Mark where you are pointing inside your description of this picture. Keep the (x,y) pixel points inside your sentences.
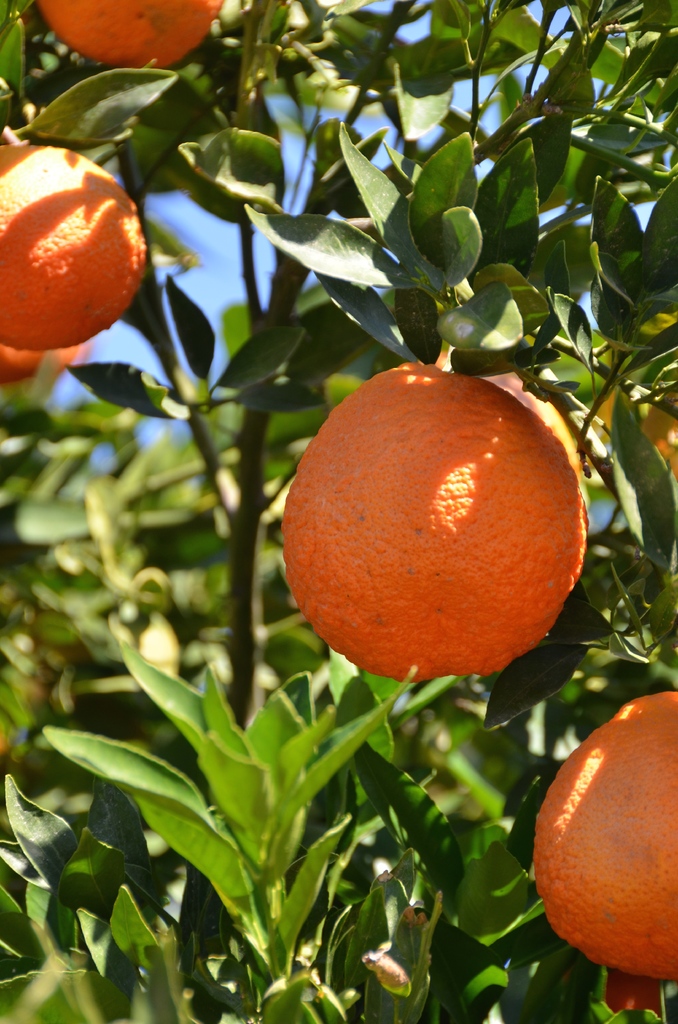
In this image I can see a tree (197,760) which is green and brown in color to which I can see few fruits (1,218) which are orange in color. In the background (186,202) I can see the sky (258,249).
